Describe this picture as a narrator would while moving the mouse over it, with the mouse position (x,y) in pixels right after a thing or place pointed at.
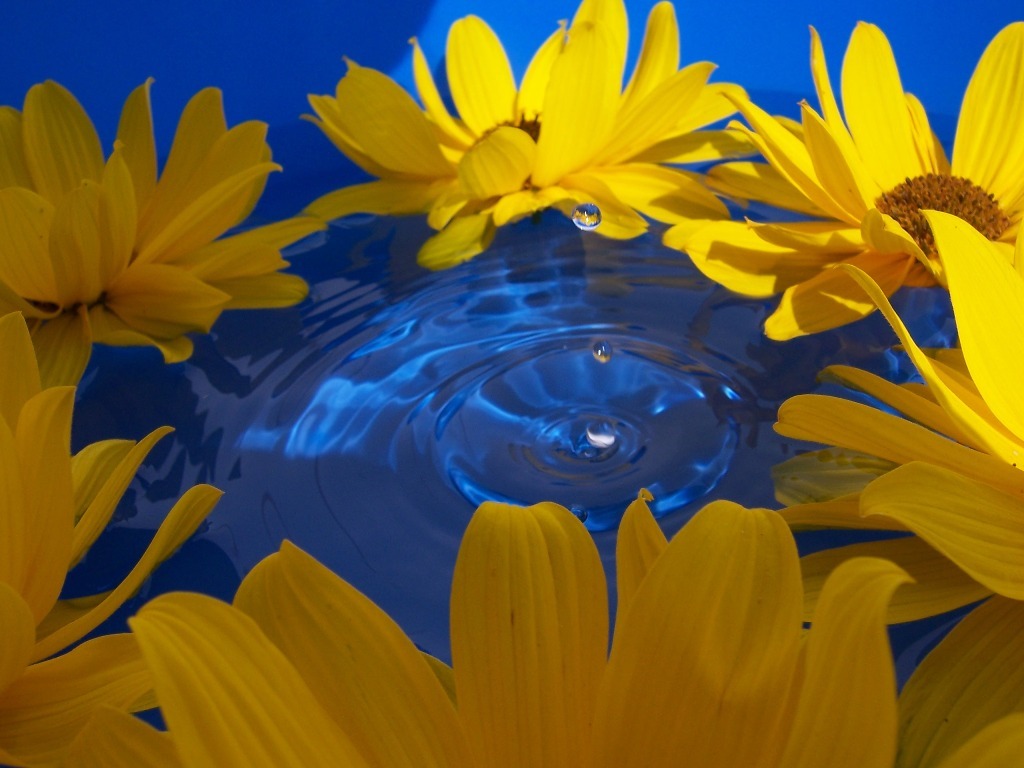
In this image, I can see many flowers (669,145) on the water (730,360) and in the middle (588,423) I can water drops (595,216).
